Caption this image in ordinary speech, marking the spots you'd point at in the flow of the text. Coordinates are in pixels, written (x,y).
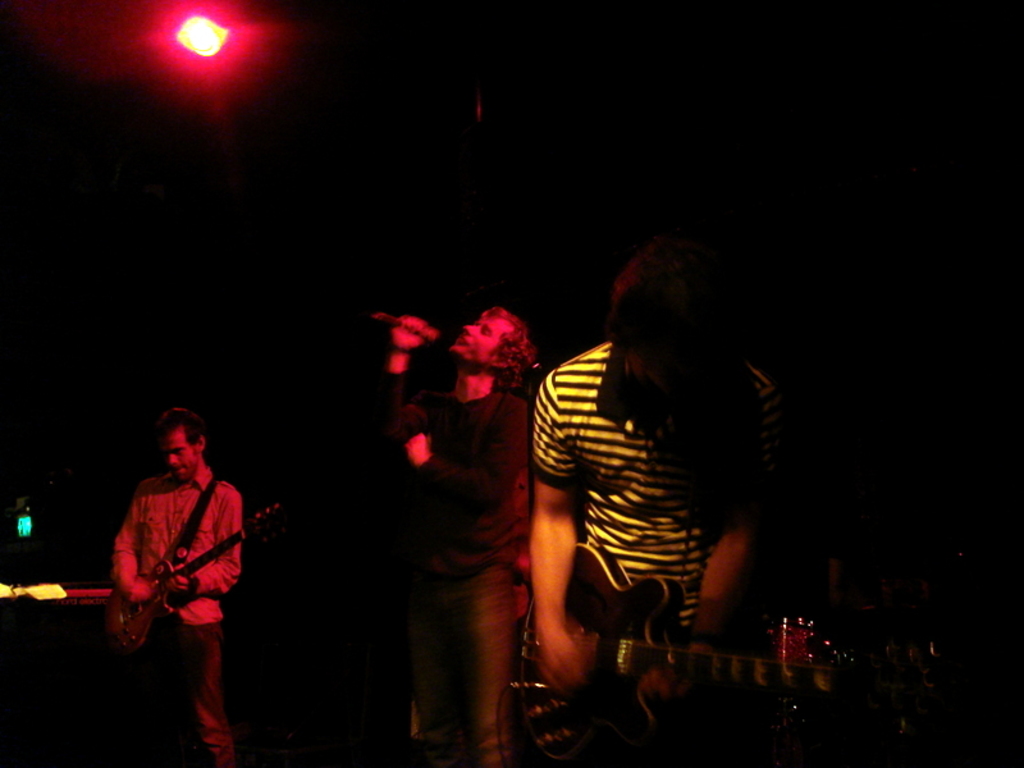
In this picture on the stage (91,697) there are three people (451,490) who are performing the music. The middle person (431,464) is holding microphone (388,321) and singing a song and the remaining two persons (149,534) were holding a guitar (165,591), Background of this people (416,481) is in black color and a light (215,51).
